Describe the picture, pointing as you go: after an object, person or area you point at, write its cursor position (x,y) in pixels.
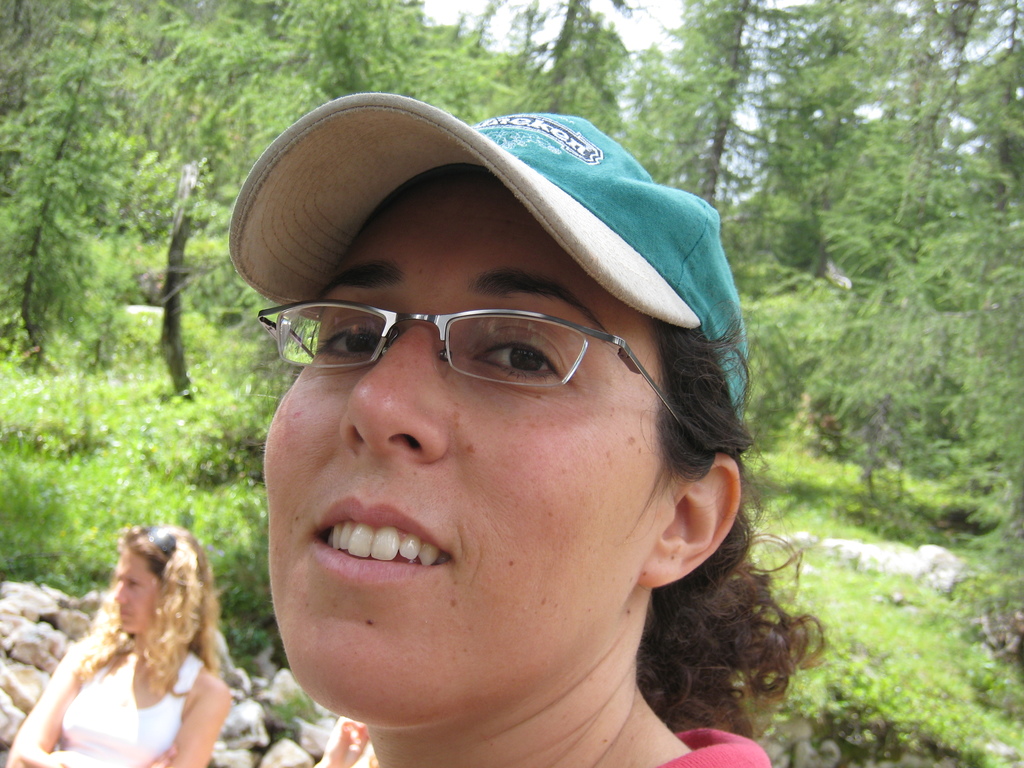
In the image we can see the close up image of a woman (458,678) wearing clothes (684,740), spectacles (460,332) and a cap (505,162). There is even another woman (103,697) wearing clothes (113,710). Here we can see stones (62,615), grass (73,433), trees (293,116) and the white sky (644,27).
